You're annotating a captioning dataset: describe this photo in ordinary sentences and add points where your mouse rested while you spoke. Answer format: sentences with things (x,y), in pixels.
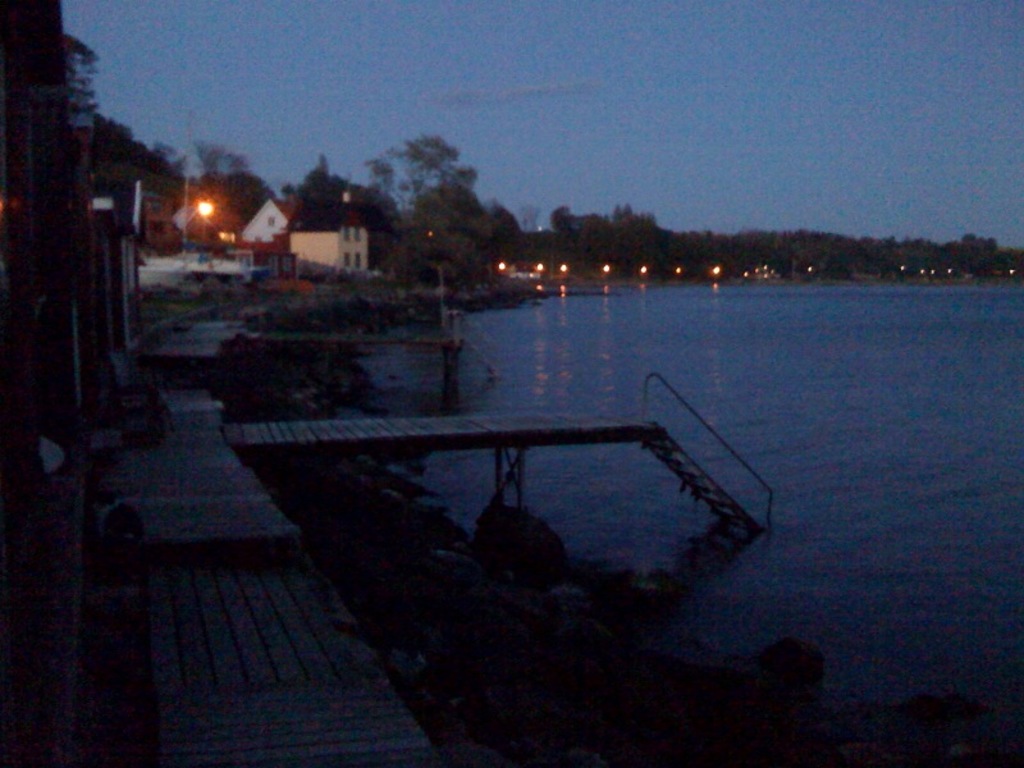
On the right (830,337) there is a water body (745,299). On the left (258,627) there are railing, plants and dock (620,435). In the center of the picture (500,256) there are houses (171,214), trees (427,213), lights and other objects (202,255).
